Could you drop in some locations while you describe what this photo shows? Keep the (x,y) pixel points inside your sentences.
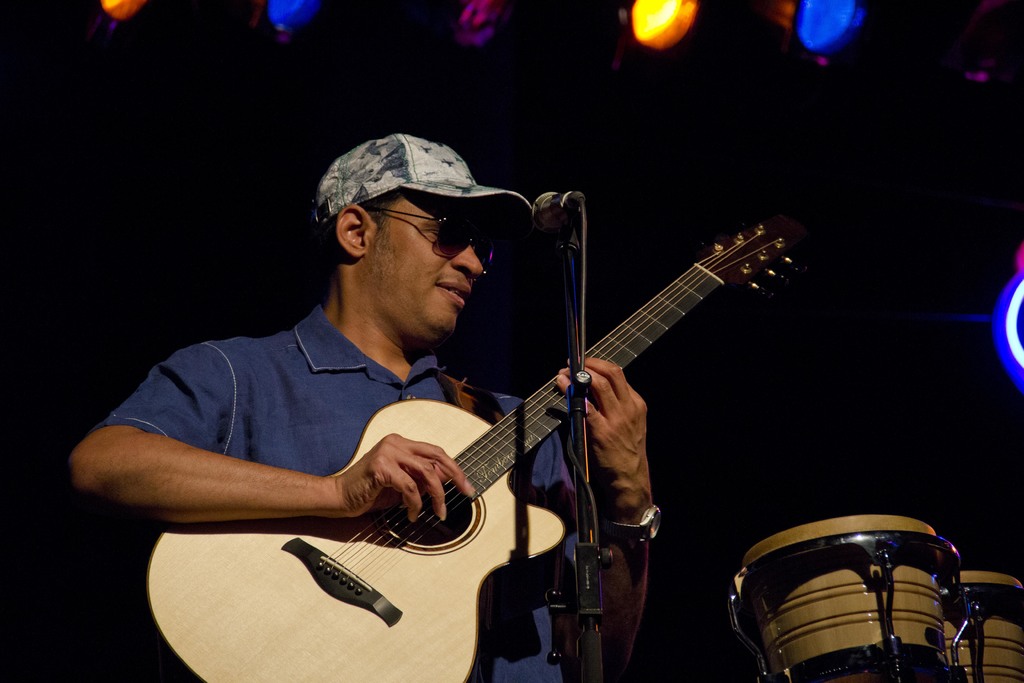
This picture shows a man (162,486) standing and playing guitar (756,262) and we see a microphone (567,198) in front of him and we see drums (899,578) on the side.
